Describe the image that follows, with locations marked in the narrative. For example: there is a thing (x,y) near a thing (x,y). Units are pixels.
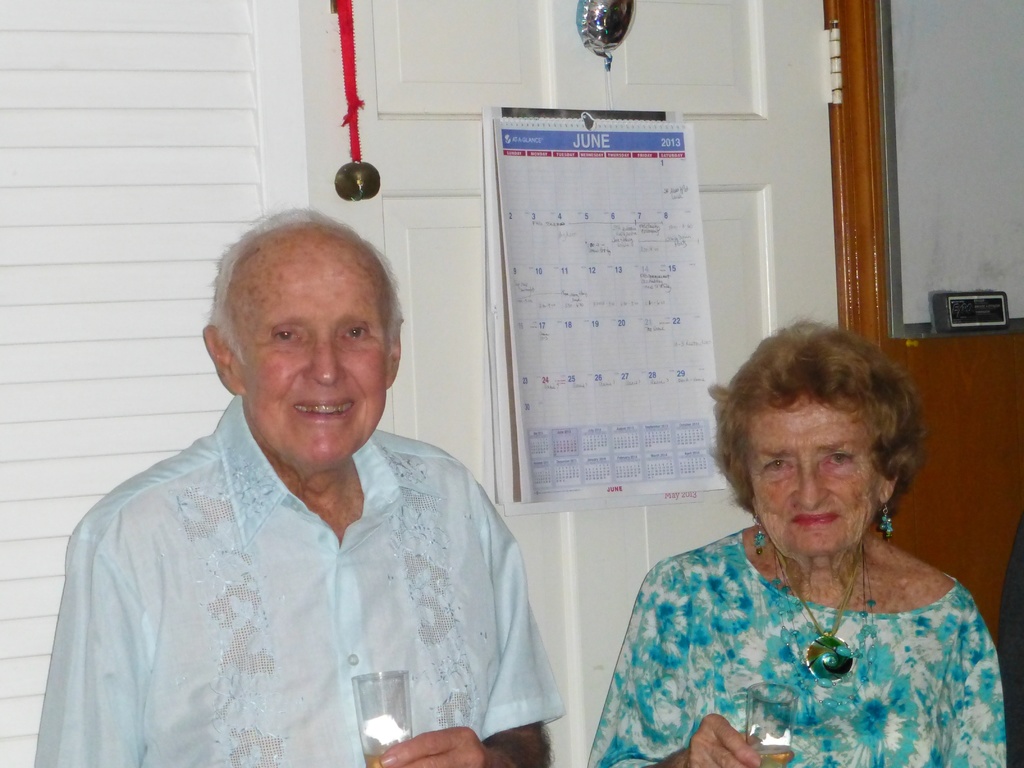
In the picture we can see an old man (313,657) wearing a shirt (249,629) is holding a glass (393,732) and smiling. On the right side of the image (806,617) we can see a woman (903,463) wearing blue color dress (737,585), earrings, necklace (832,667) is holding a glass (777,729) in her hand (720,758). In the background (655,163), we can see the medals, calendar (529,232) and the white color wall (300,72).
